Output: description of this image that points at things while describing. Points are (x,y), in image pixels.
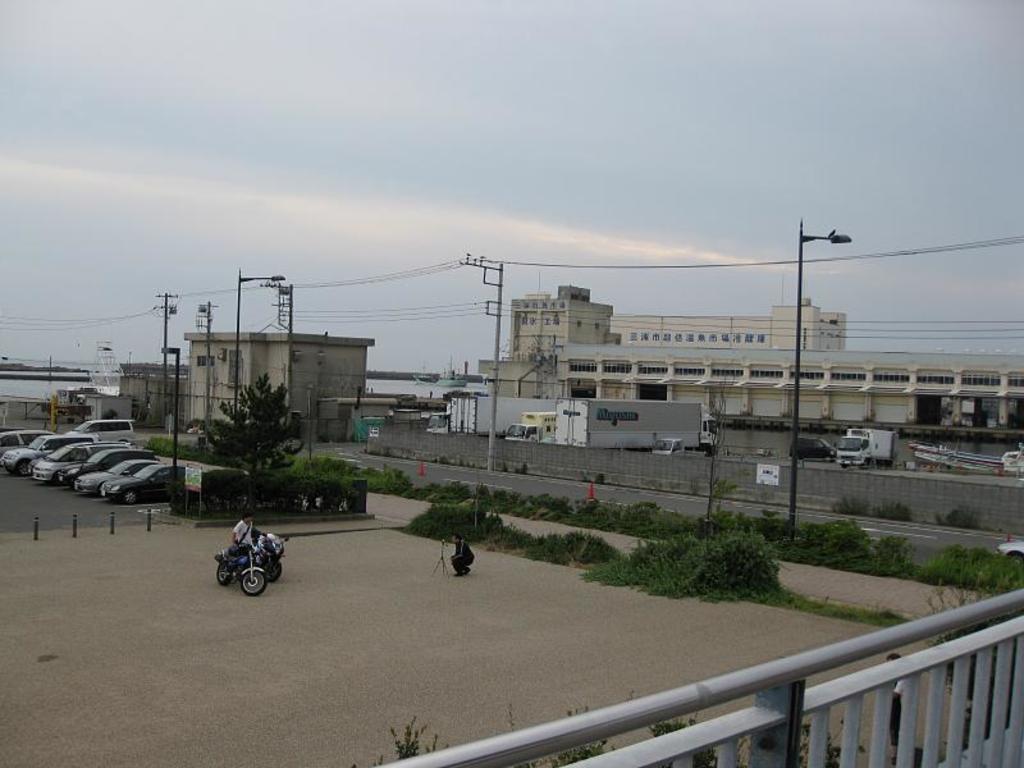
In this image I can see few vehicles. In front I can see a person (461,556) is wearing black color dress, background (195,353) I can see few trees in green color, few light poles (176,352) and few electric poles (501,286), buildings (683,362) in white and cream color and the sky (493,111) is in white and blue color.
